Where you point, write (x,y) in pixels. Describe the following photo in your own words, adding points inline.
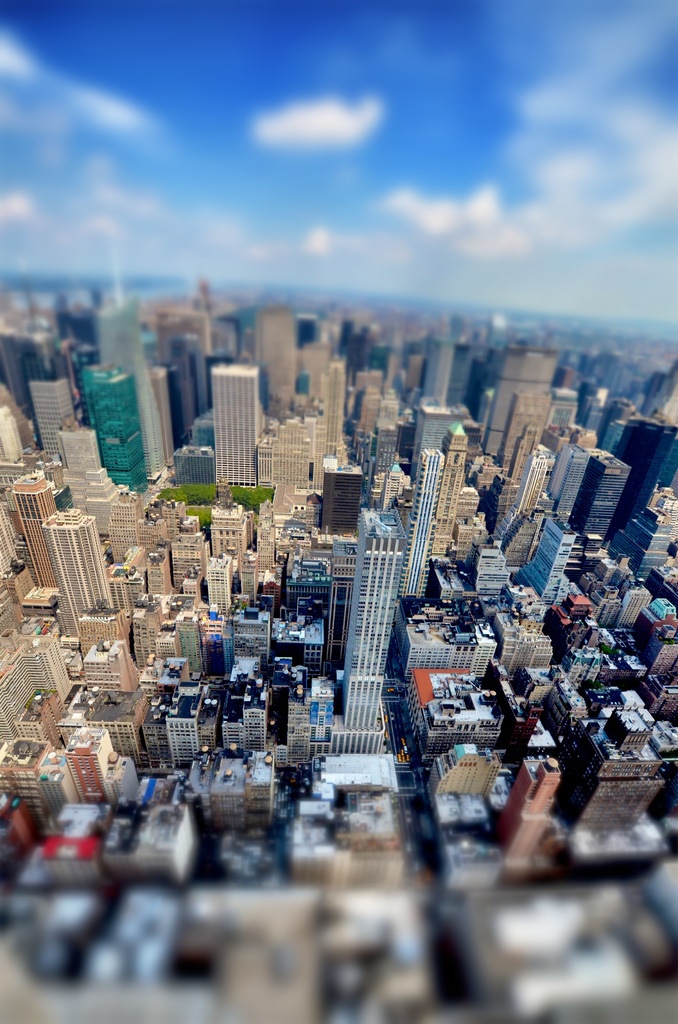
In this image, there are so many buildings (324,714), vehicles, trees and roads (399,719). At the bottom (462,823) and top of the image (267,174), there is a blurred view. At the top of the image (126,259), we can see the sky (311,187).
